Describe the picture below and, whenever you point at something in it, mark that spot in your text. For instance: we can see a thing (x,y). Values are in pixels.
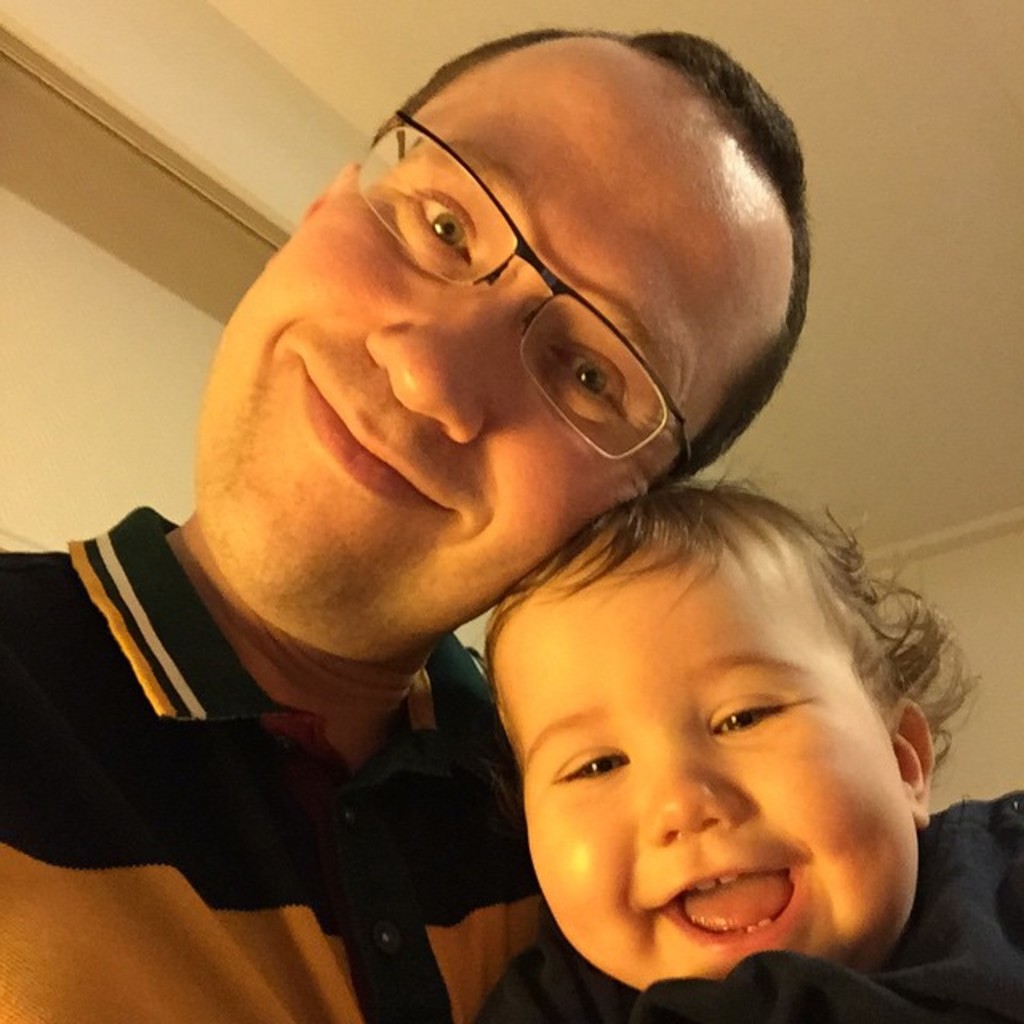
In this image there is a baby (589,737) and a man (383,303) with spectacles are smiling, and in the background (84,471) there is wall (995,740).
